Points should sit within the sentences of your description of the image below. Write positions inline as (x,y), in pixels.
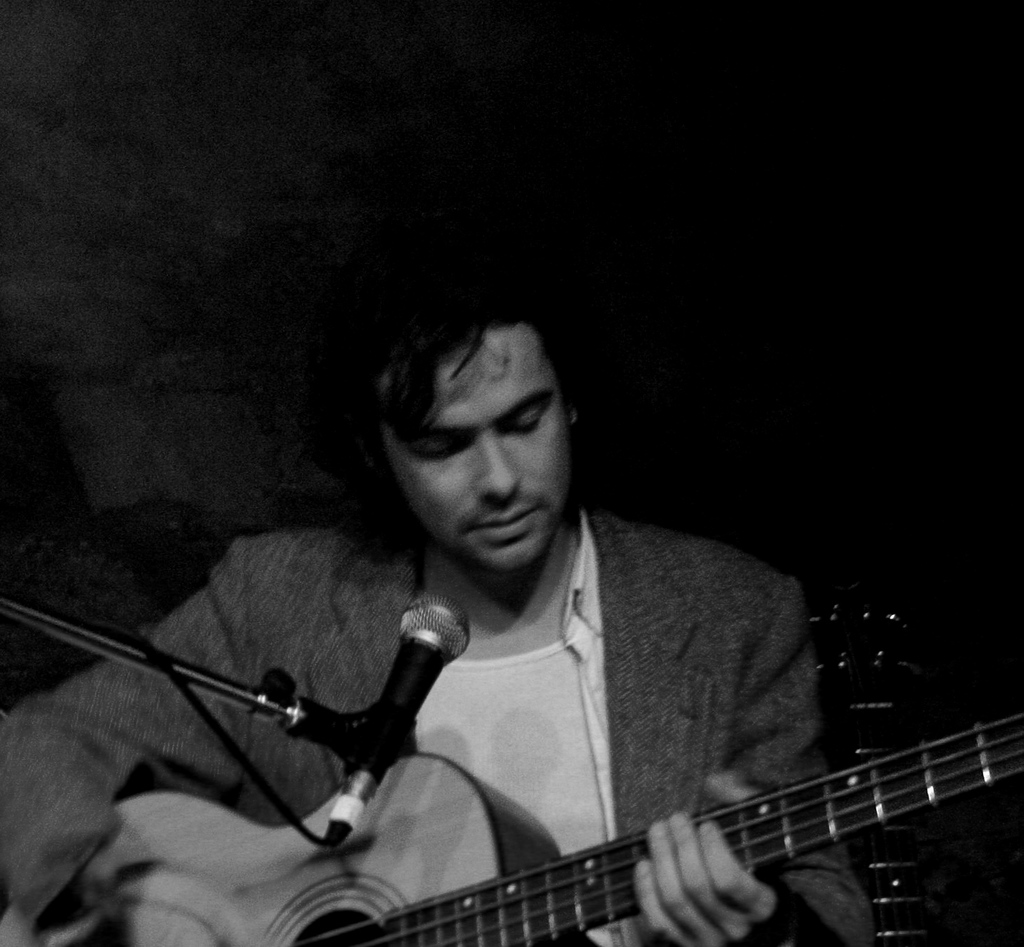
In this image there is a person (109,694) who is standing at the front side of the image (331,684) by holding the guitar (318,868) in his hand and there is a mic (415,606) in front of him.
